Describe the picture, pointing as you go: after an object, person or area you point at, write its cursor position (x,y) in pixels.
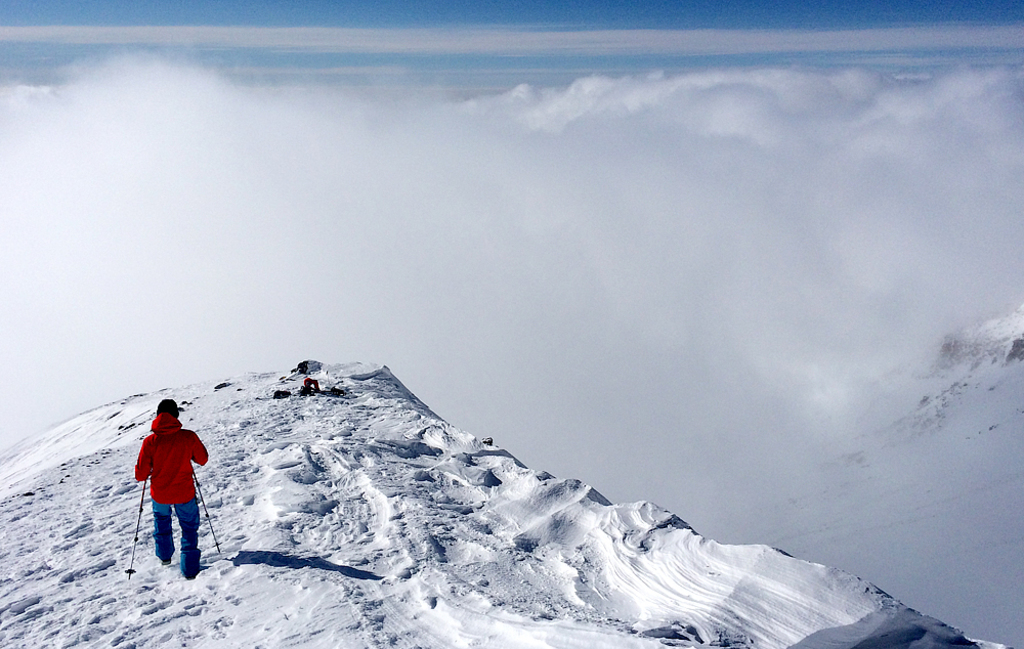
In this picture we can observe a man (176,502) standing on the peak (232,424) of a mountain (290,486) which is covered with snow (423,568). The man (155,468) is wearing red color hoodie (149,455) and holding sticks (195,472) in his hands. In the background (414,99) we can observe a sky (342,37) with clouds (406,187).
